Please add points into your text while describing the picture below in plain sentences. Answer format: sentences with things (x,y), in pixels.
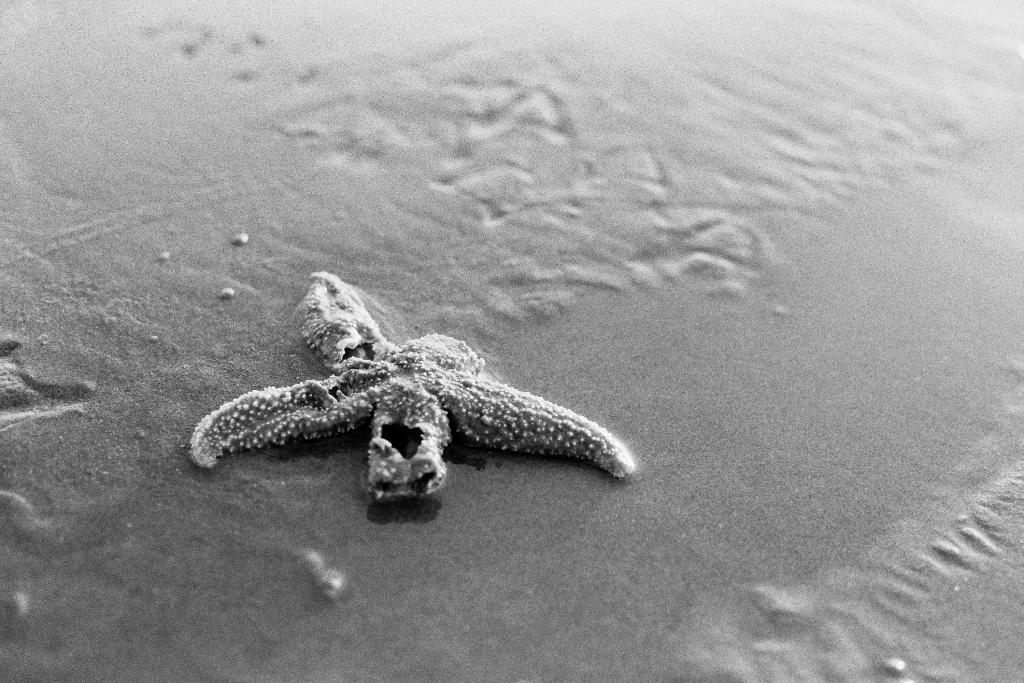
As we can see in the image there is water (501,83), sand (501,83) and aquatic animal (345,373).
